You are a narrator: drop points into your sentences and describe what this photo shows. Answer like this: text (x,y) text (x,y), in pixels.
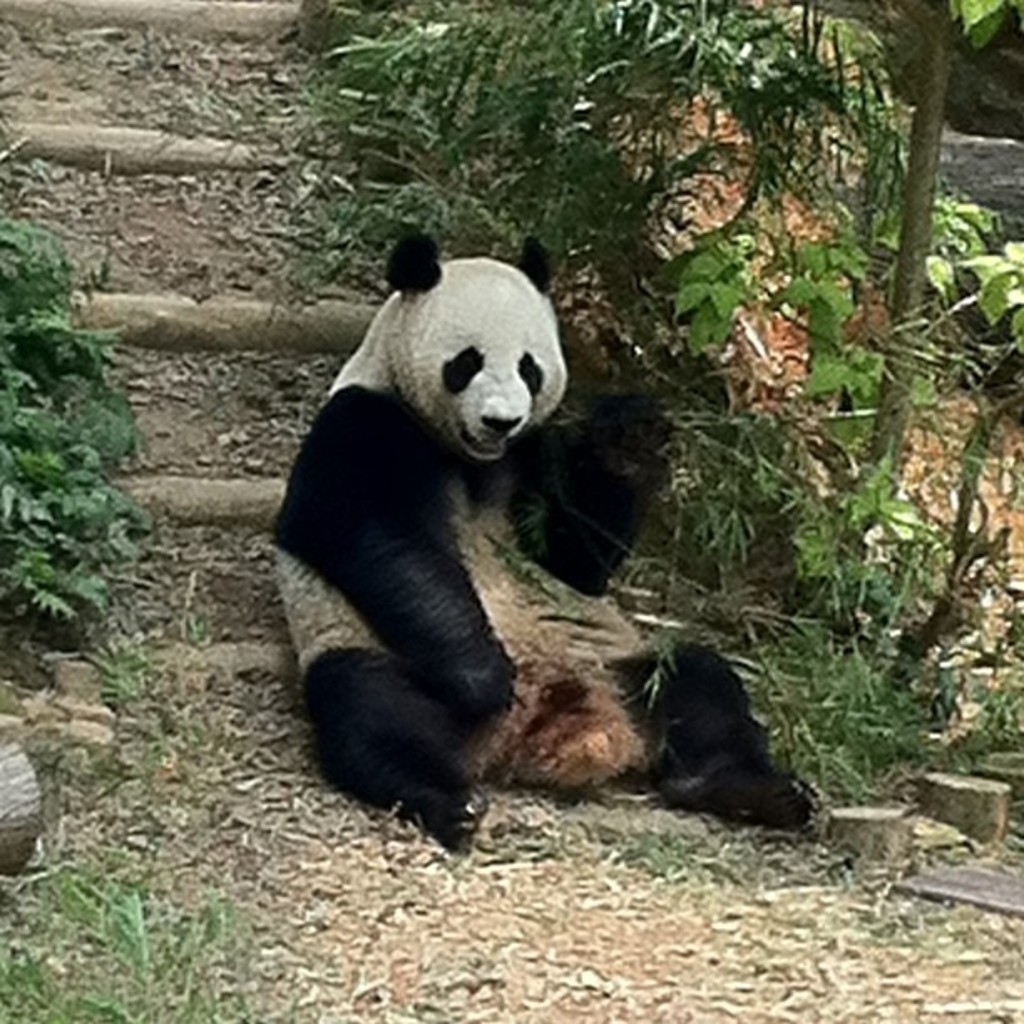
In this image we can see an animal (487,378) is sitting on the land (429,906). In the background (163,409), we can see the stairs (205,287) and plants (877,712).
